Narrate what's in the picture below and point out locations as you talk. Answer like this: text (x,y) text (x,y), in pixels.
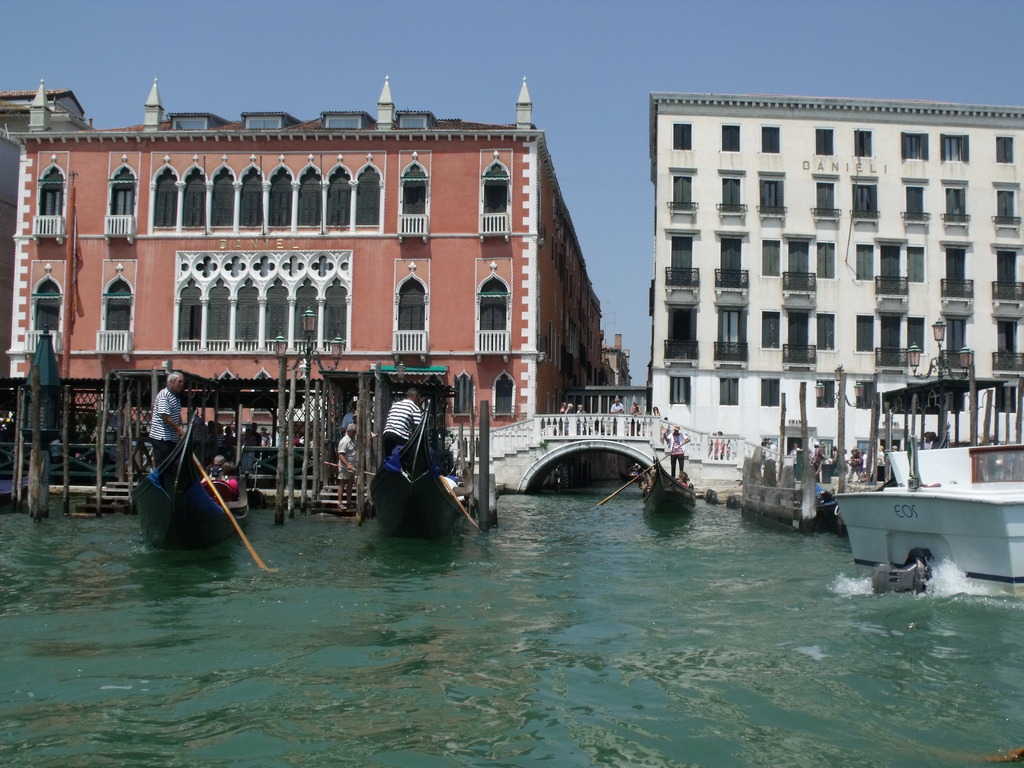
In this image I can see few buildings (689,162), windows (826,279), bridge (539,456), few boats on the water (791,598). I can see few people (415,406) in the boats (421,421). The sky (531,100) is in blue color.
